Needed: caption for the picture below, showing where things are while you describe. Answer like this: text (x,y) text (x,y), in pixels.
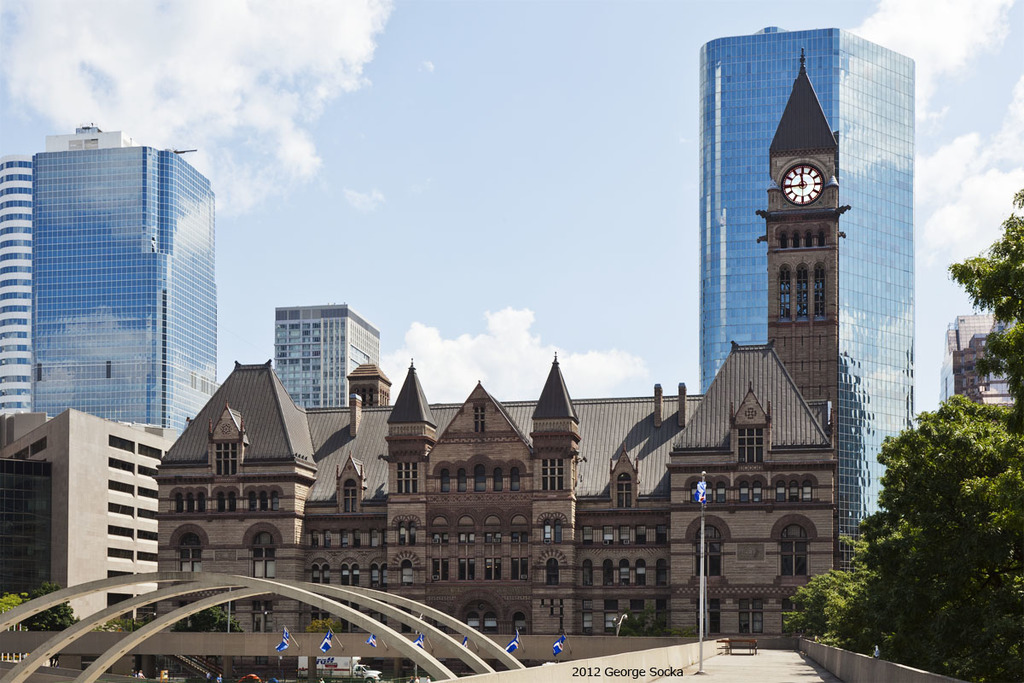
In the center of the image (355,454) there are buildings (525,413). In the background of the image (500,240) there is sky (524,250), clouds (343,31). To the right side of the image (921,465) there is a tree (959,564). There is a flagpole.
